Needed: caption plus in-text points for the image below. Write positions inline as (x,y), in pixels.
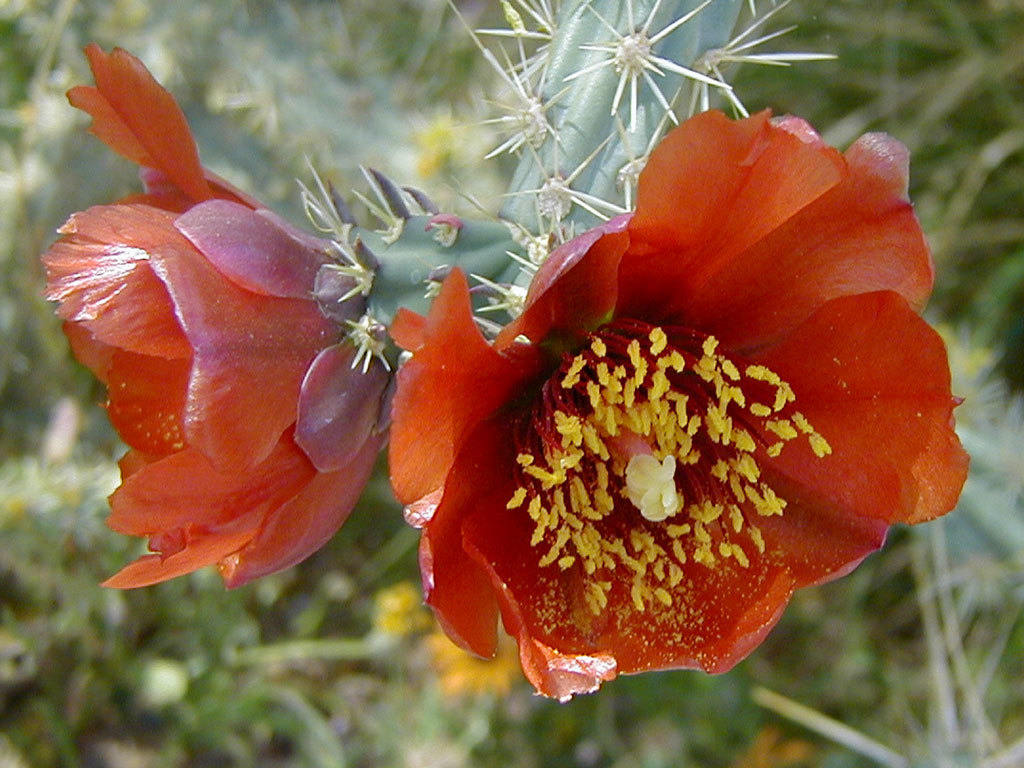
In this picture I can see couple of flowers (369,383) to a plant (489,273) and I can see few plants (63,555) in the background (18,596).
